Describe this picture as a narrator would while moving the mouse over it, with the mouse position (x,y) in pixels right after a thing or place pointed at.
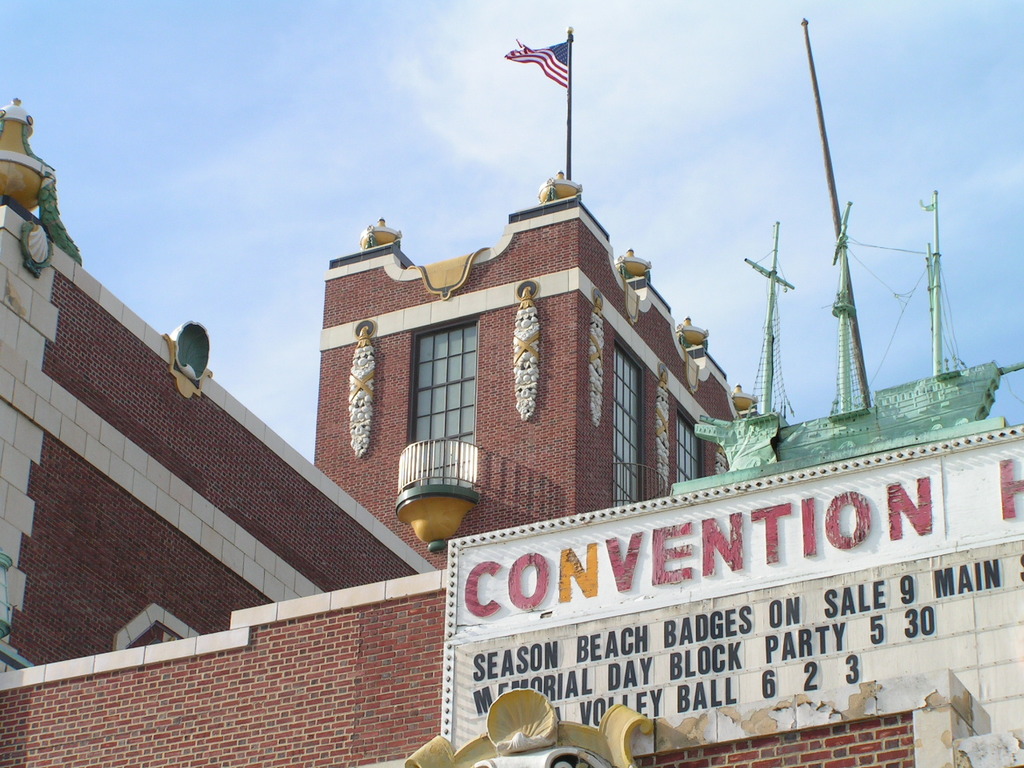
Here in this picture we can see buildings (373,430) present and in the front (573,617) on the wall (560,573) we can see some text (543,594) designed over there and in the middle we can see a flag post (546,64) present and we can see windows (470,411) on the building (620,397) and we can also see clouds (669,199) in the sky (452,198).
